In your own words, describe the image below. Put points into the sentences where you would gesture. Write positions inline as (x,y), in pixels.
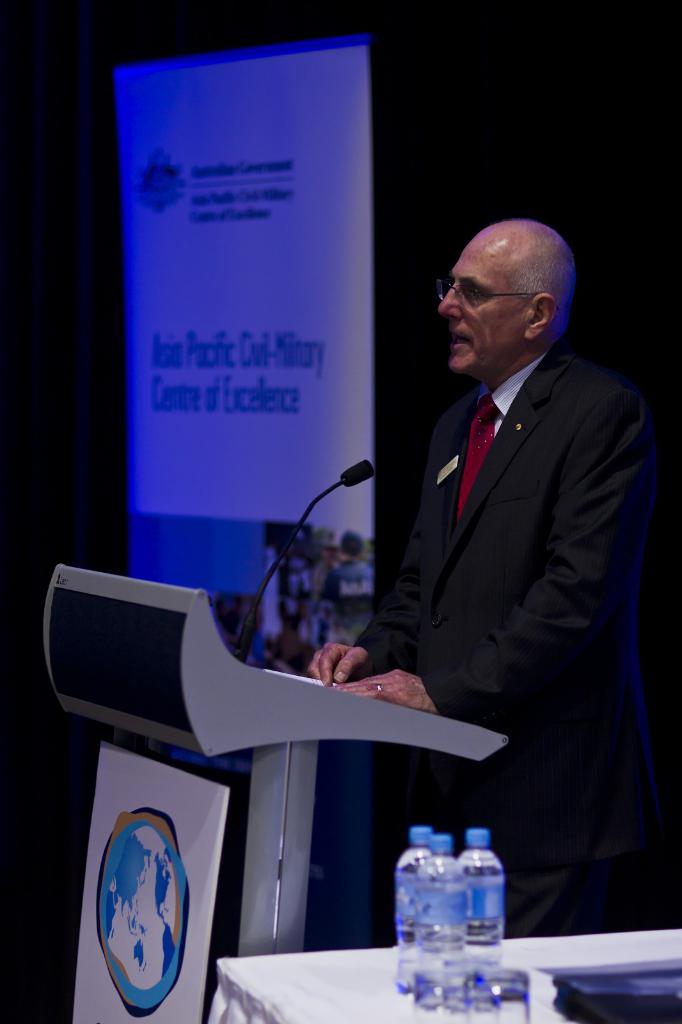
This picture is clicked inside. In the foreground (364,990) there is a table (364,971) on the top of which a glass (447,996), water bottles (486,906) and some items (650,979) are placed. On the right (460,309) there is a man (484,408) wearing suit (556,453) and standing and we can see a microphone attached to the podium (199,740). In the background (165,185) there is a banner (301,412) on which we can see the text (212,387).
